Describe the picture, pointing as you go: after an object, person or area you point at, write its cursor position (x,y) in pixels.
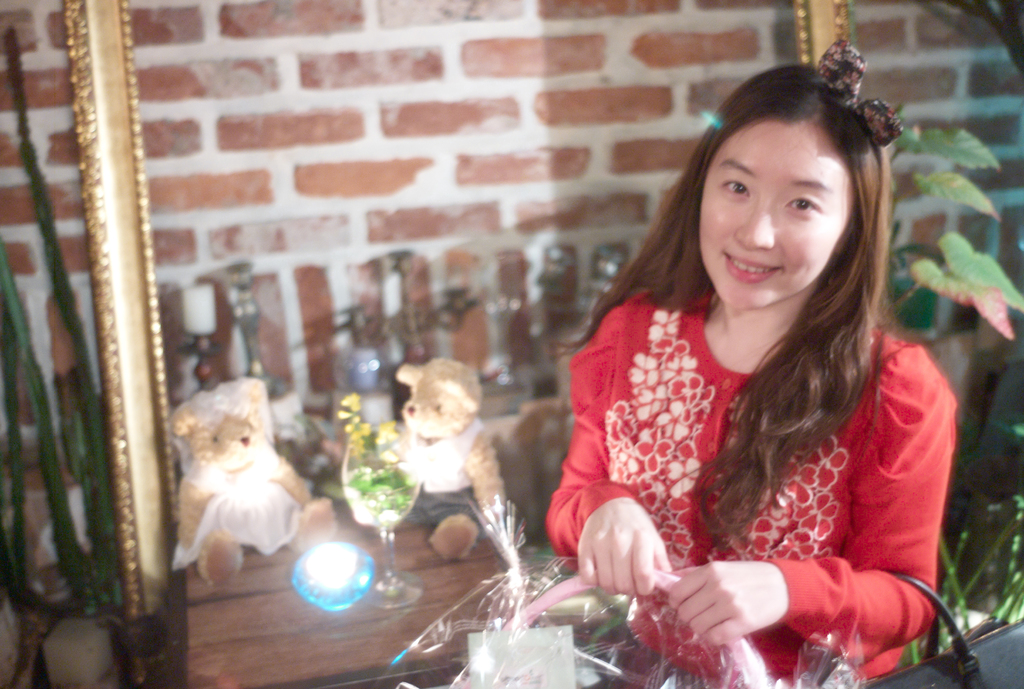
In this image, we can see a person (743,322) wearing a bag (982,641) and holding an object (535,610) with her hands (603,575). There is a table (386,629) at the bottom of the image (379,655) contains teddy bears (481,437), glass (376,473) and light (315,588). There are leaves (973,269) on the right side of the image (973,289). In the background (546,198), we can see a wall (355,119).
